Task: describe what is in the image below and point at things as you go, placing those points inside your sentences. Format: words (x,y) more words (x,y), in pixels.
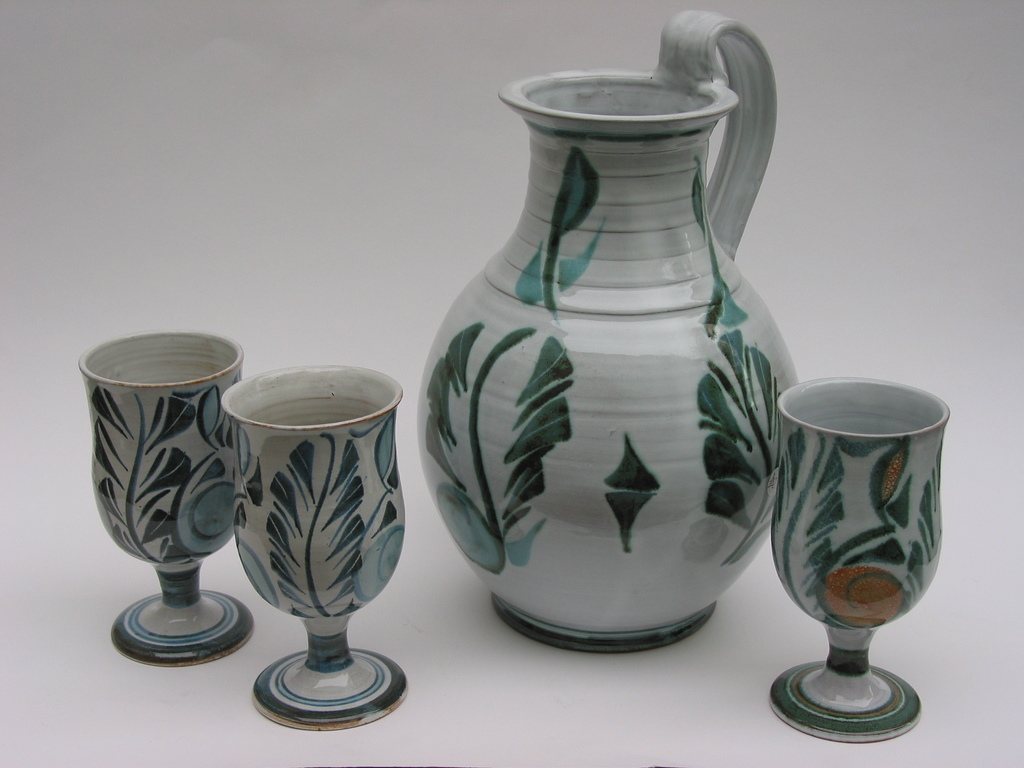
In the picture we can see the jar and glasses (279,687) with some designs (211,470) on it.
